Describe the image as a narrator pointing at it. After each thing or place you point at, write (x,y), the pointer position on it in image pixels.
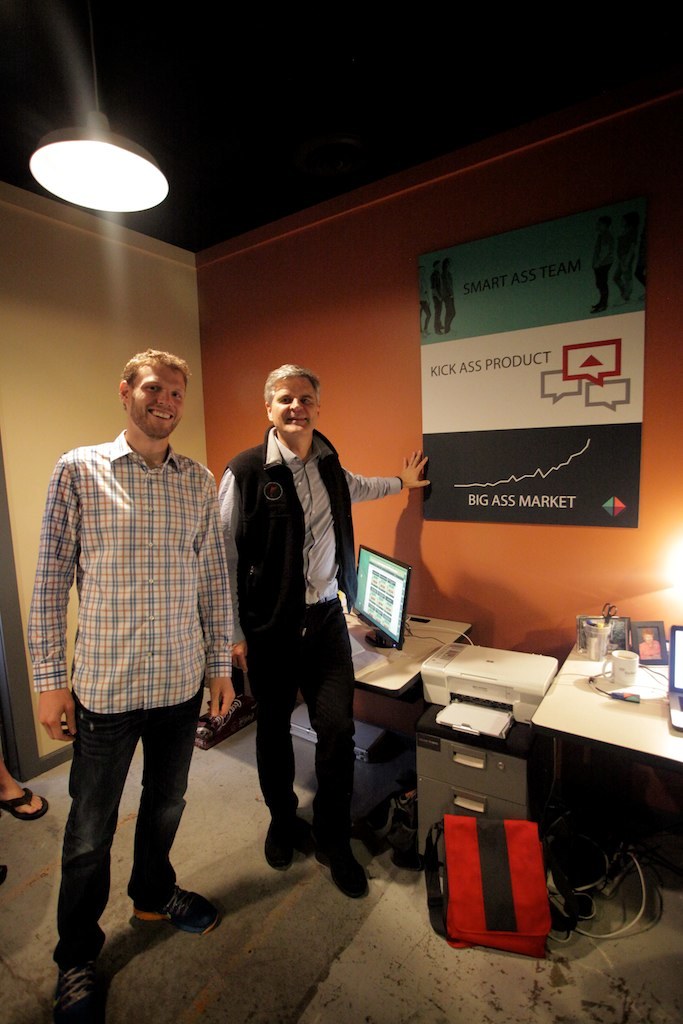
In this image there are two men (58,534) standing and smiling. At the background (304,294) there is a wall (274,305) and a poster (461,292) attached it. In the middle (448,643) there is a printer (468,648) and a bag (448,819). To the left side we have a desktop (398,604) which is on the table (365,676). To the right side (610,701) we have a laptop (675,687) which is on table (646,728), which has cup (623,670), photo frame (641,650) on it. At the top (91,173) there is a lamp (77,171).
